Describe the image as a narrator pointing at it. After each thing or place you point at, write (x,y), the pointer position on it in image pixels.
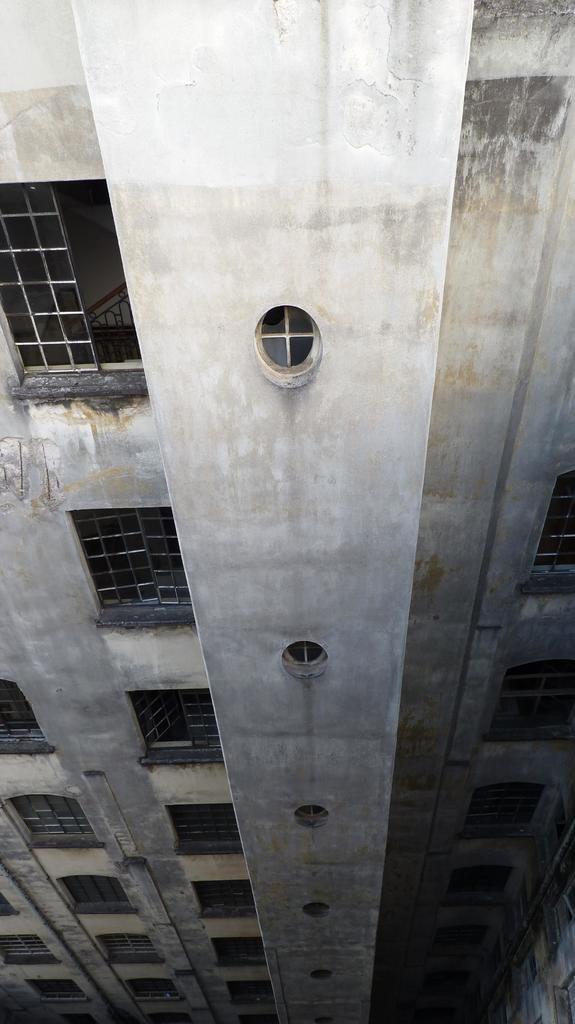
In this picture we can see a building (189,376) and few metal rods (128,357).
